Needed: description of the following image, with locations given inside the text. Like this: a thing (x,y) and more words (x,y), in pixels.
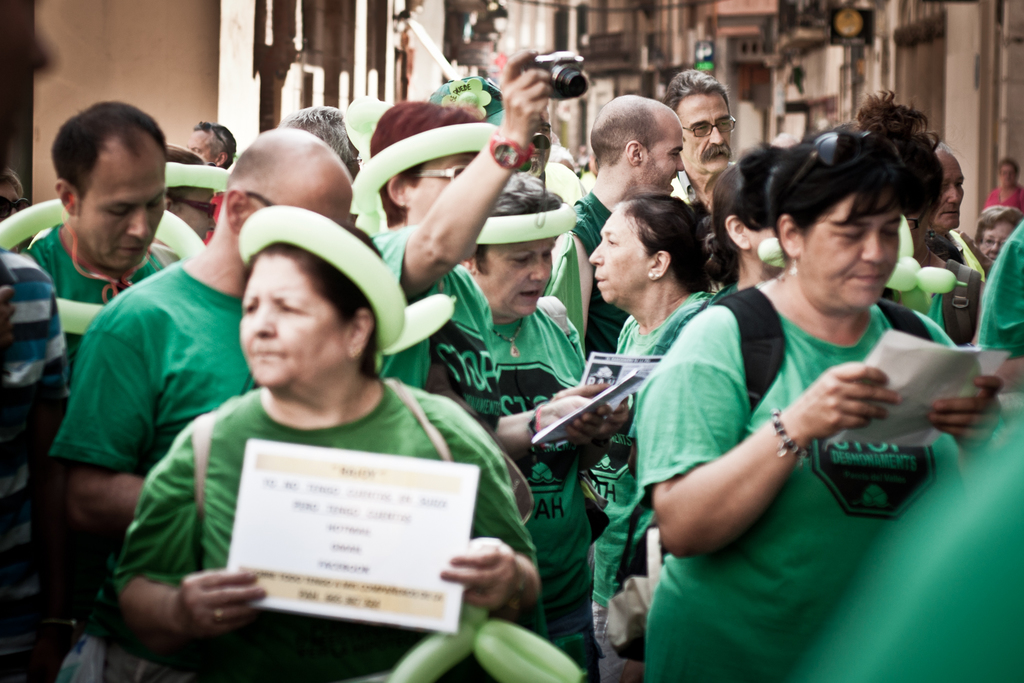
Here we can see group of people (167,610) and they are holding papers (370,517) with their hands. He is holding a camera (575,72). In the background (425,25) we can see buildings (760,80) and a board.
